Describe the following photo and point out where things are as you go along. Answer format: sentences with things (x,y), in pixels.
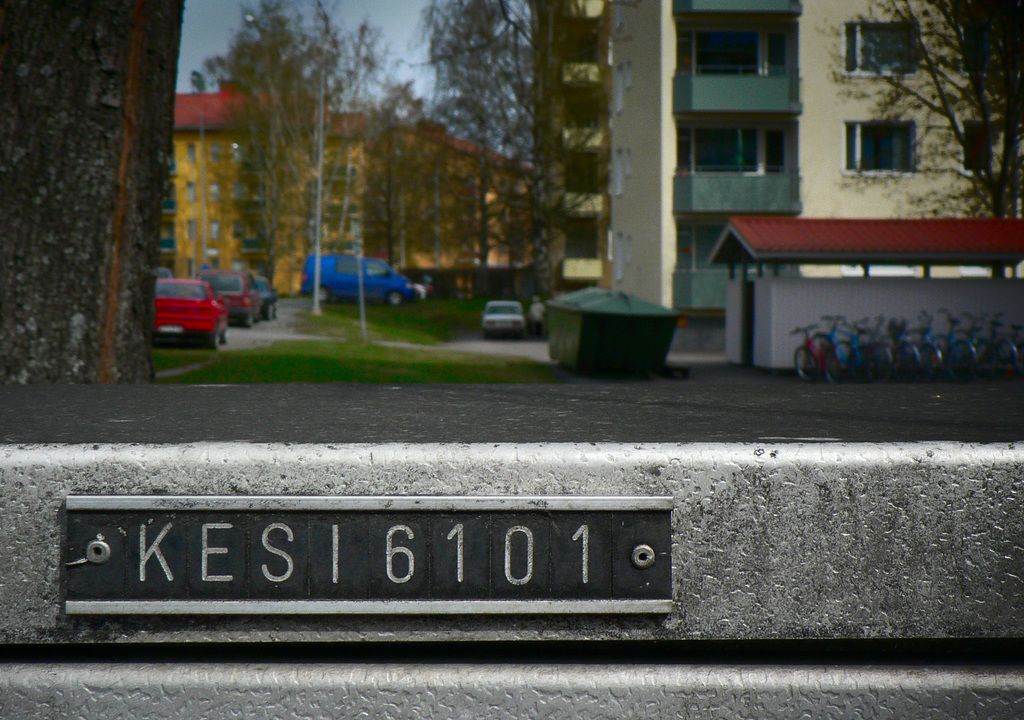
In the foreground of the image (555,584) we can see a signboard (351,563) with some text (402,571) on it. In the background (802,347), we can see a group of cycles (820,361) placed on the ground (791,372), a group of buildings (183,249), groups of vehicles (207,334) parked on the road (288,320), trees (997,138) and sky (412,42).
